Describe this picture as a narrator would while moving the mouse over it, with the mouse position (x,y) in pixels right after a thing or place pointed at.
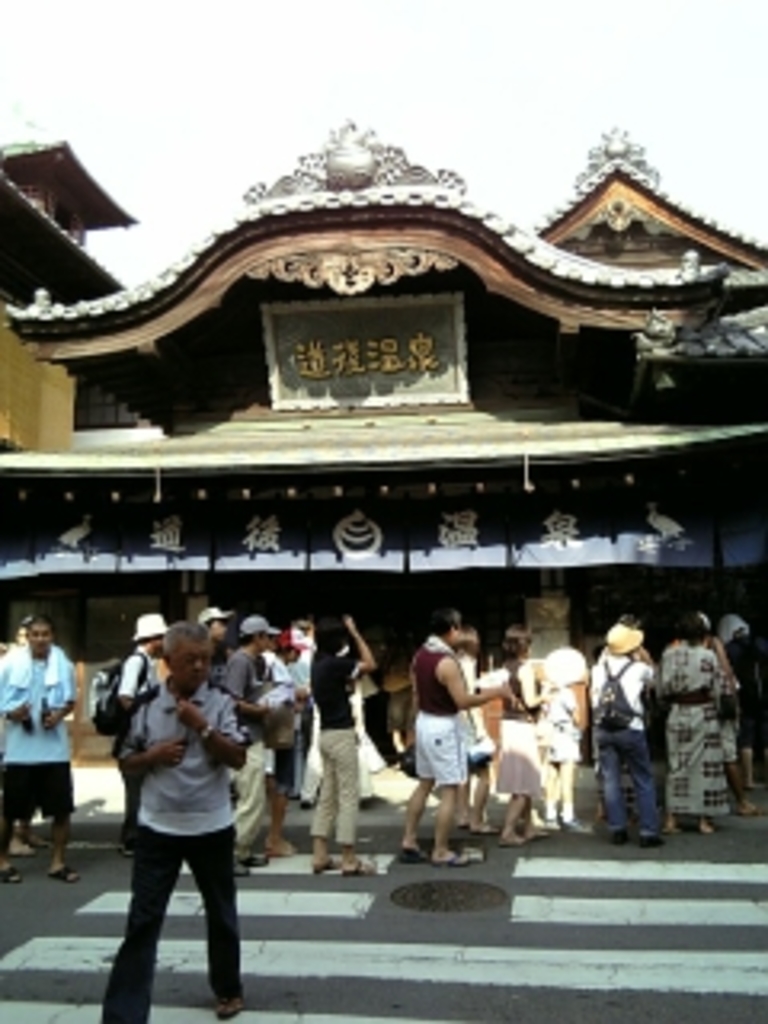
In this image it looks like an temple (473,380). In front of it there are few people (336,707) standing on the road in the line.
